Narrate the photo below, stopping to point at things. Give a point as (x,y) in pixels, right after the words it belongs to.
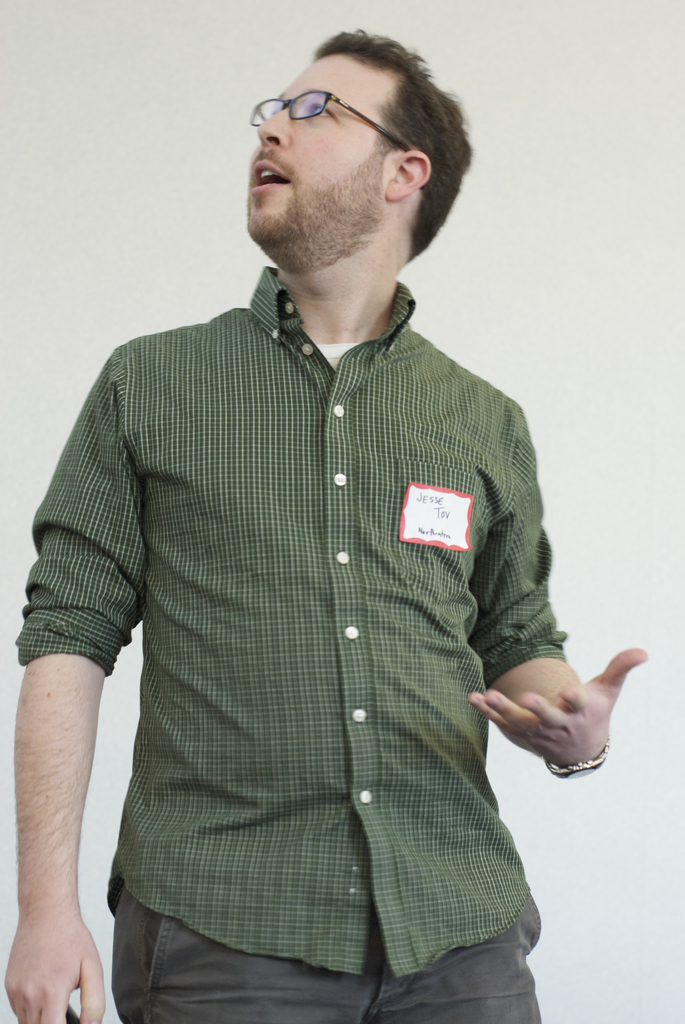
In the foreground of this image (302,475), there is a man (302,553) standing in green color shirt (246,650). In the background (559,282), there is a wall (531,281).
